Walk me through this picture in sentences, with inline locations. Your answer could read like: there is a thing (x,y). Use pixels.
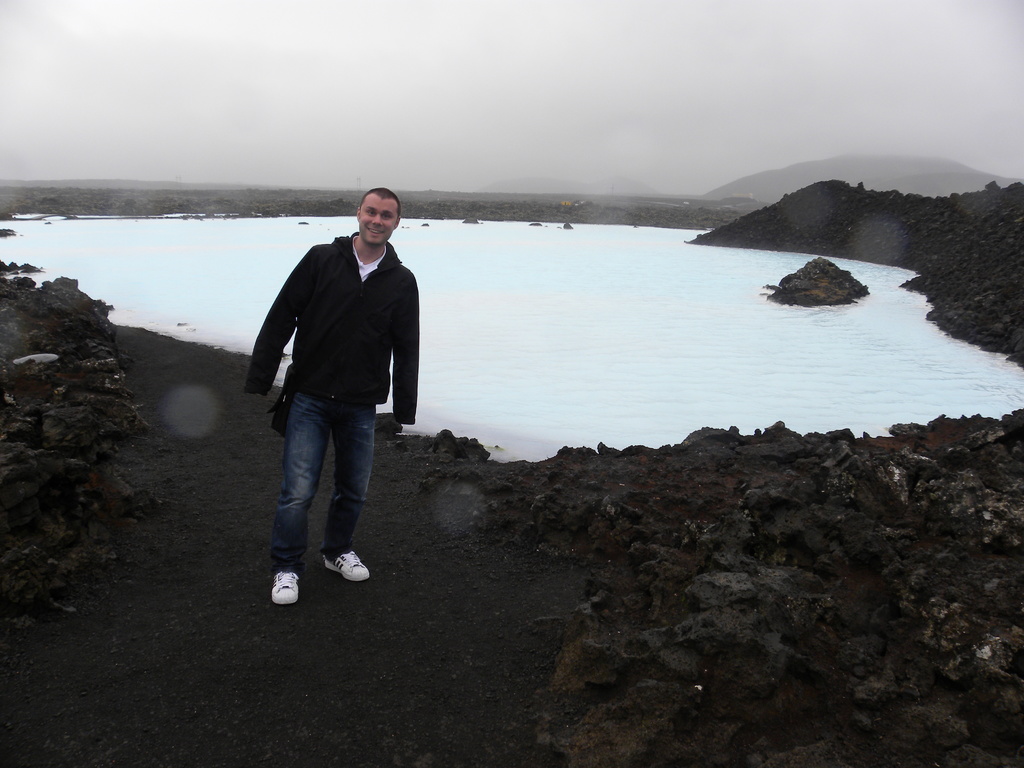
In the picture we can see a path (381,508) on it, we can see a man (391,195) standing and he is wearing a black color jacket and he is smiling and on the other sides of the path (435,514) we can see rocks (720,432) which are black in color and behind we can see water (641,259) and far from it we can see some hills (45,186) and behind it we can see the fog (408,135).
